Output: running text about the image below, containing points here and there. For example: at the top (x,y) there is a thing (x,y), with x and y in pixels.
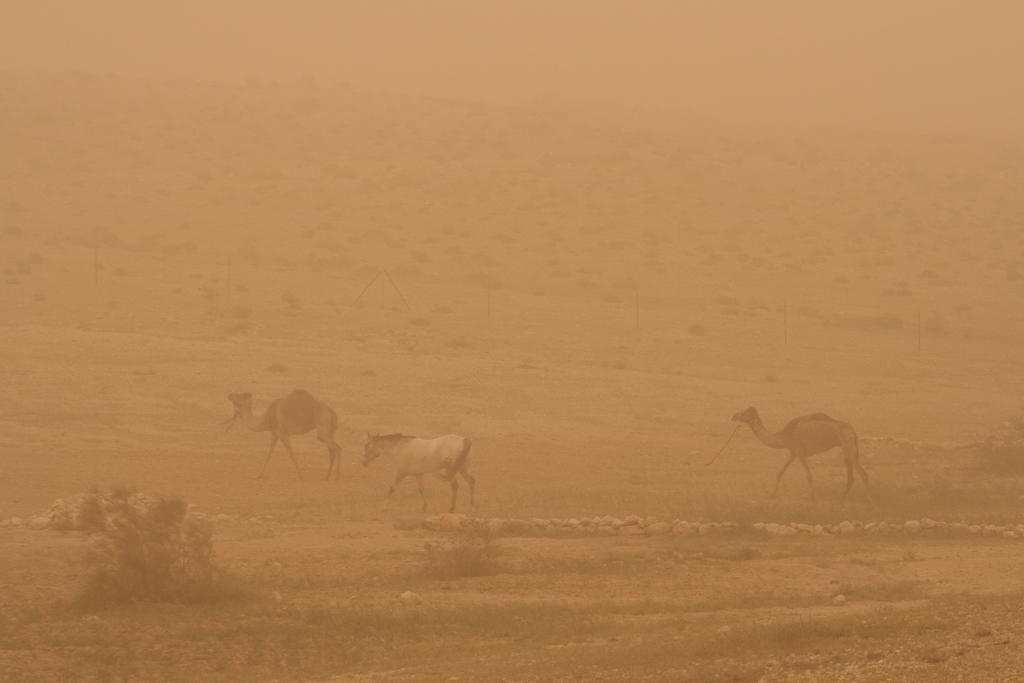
In this image we can see three animals (787,453) walking on the ground (879,457), some poles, some rocks (571,517), some trees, bushes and grass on the ground (69,339). It looks like the sky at the top of the image (924,104) and the image is blurred.
